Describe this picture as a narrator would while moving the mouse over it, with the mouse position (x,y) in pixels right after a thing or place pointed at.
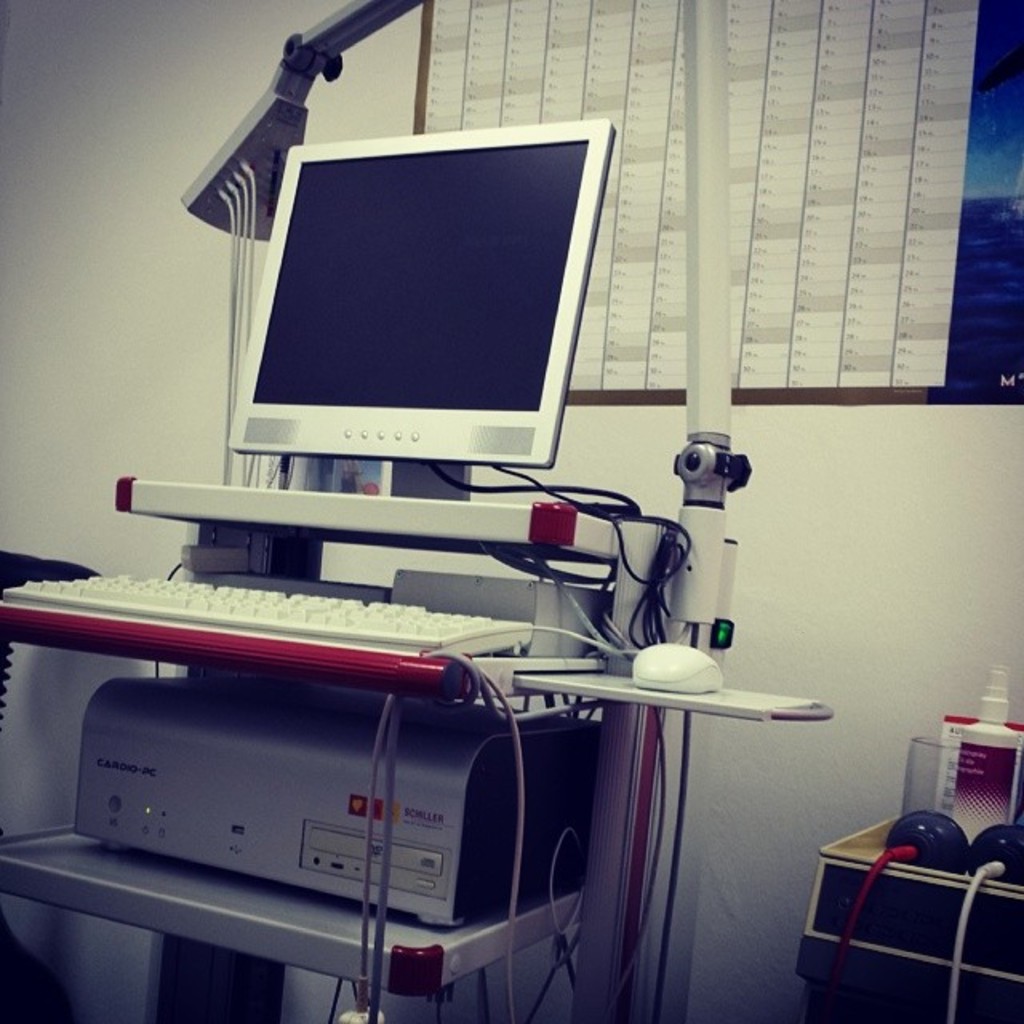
In this image we can see the monitor (297,416) and other electronic devices (423,764). In the background (663,420), we can see a calendar (668,221) and the wall (184,153). And on the right (874,892), we can see some objects (876,856).
